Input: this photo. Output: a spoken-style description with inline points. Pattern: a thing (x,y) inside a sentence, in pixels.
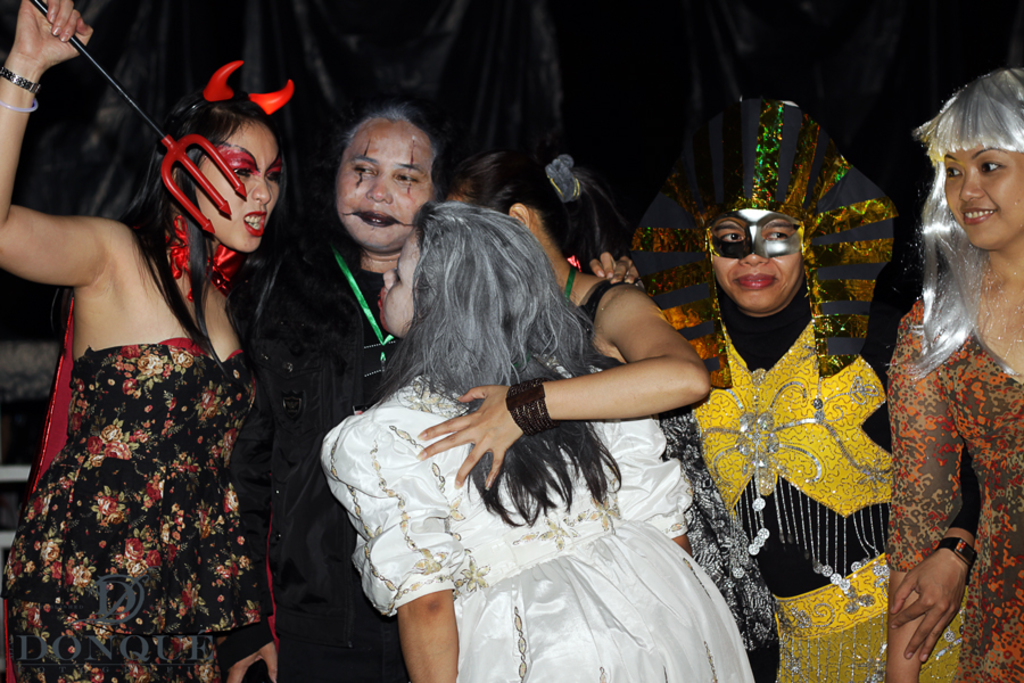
In this image there are few people (426,347) in Halloween costumes (329,417) in which one of them holds an object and there is a black color object (406,60) in the background (470,65).
